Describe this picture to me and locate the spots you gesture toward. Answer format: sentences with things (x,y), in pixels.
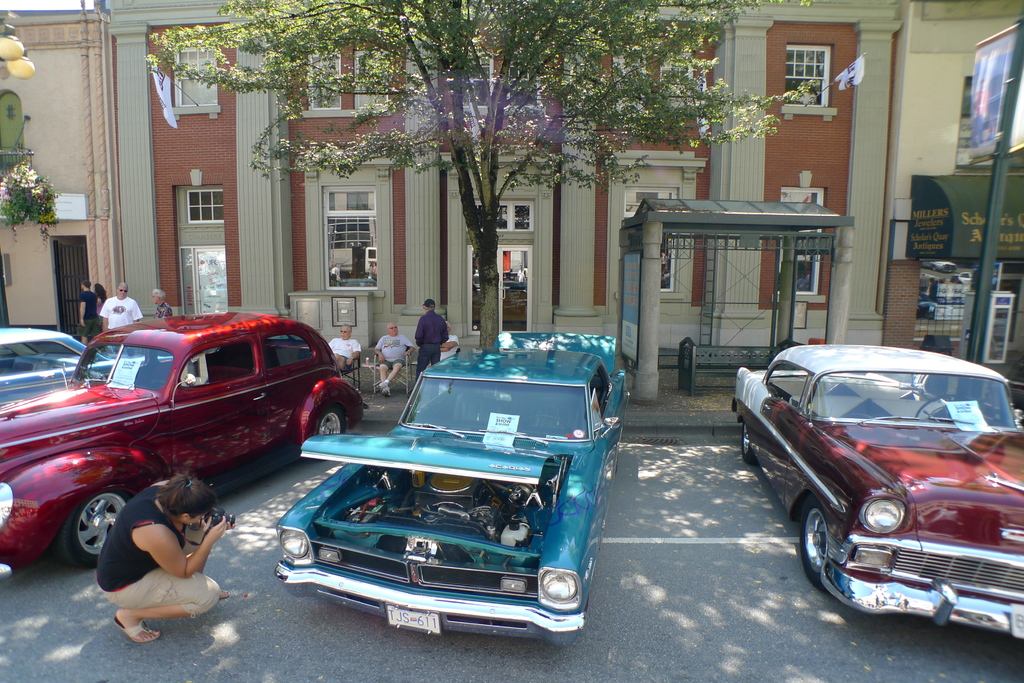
In the foreground (357,444) I can see four cars (407,507) on the road (426,647) and a group of people (217,589). In the background (908,266), I can see buildings (732,118), trees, pillars (851,257), boards (936,233), light poles (985,302), house plants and windows (631,197). This image is taken may be during a day.
